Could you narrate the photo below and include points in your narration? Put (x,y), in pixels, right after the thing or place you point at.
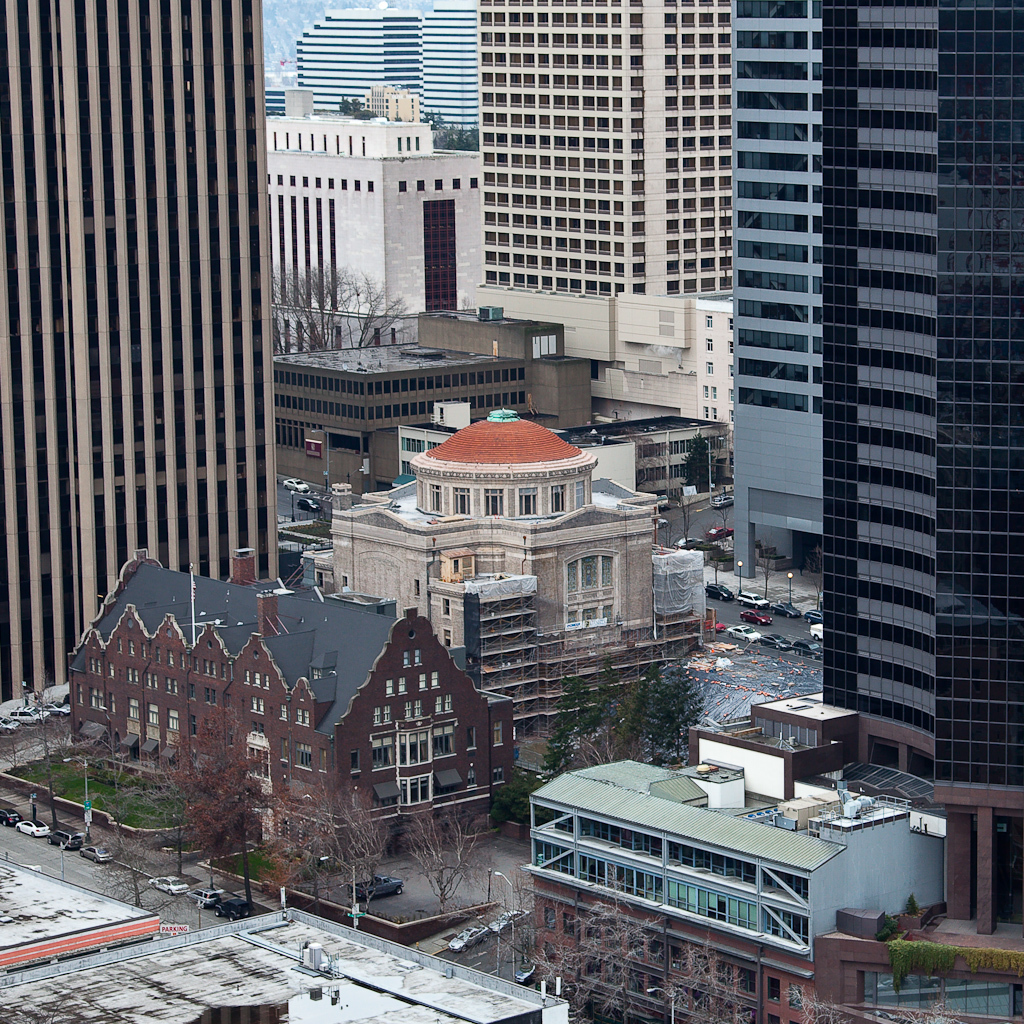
In this picture we can see buildings (445,544), skyscrapers (89,111), trees (231,801), poles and some vehicles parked on the road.
